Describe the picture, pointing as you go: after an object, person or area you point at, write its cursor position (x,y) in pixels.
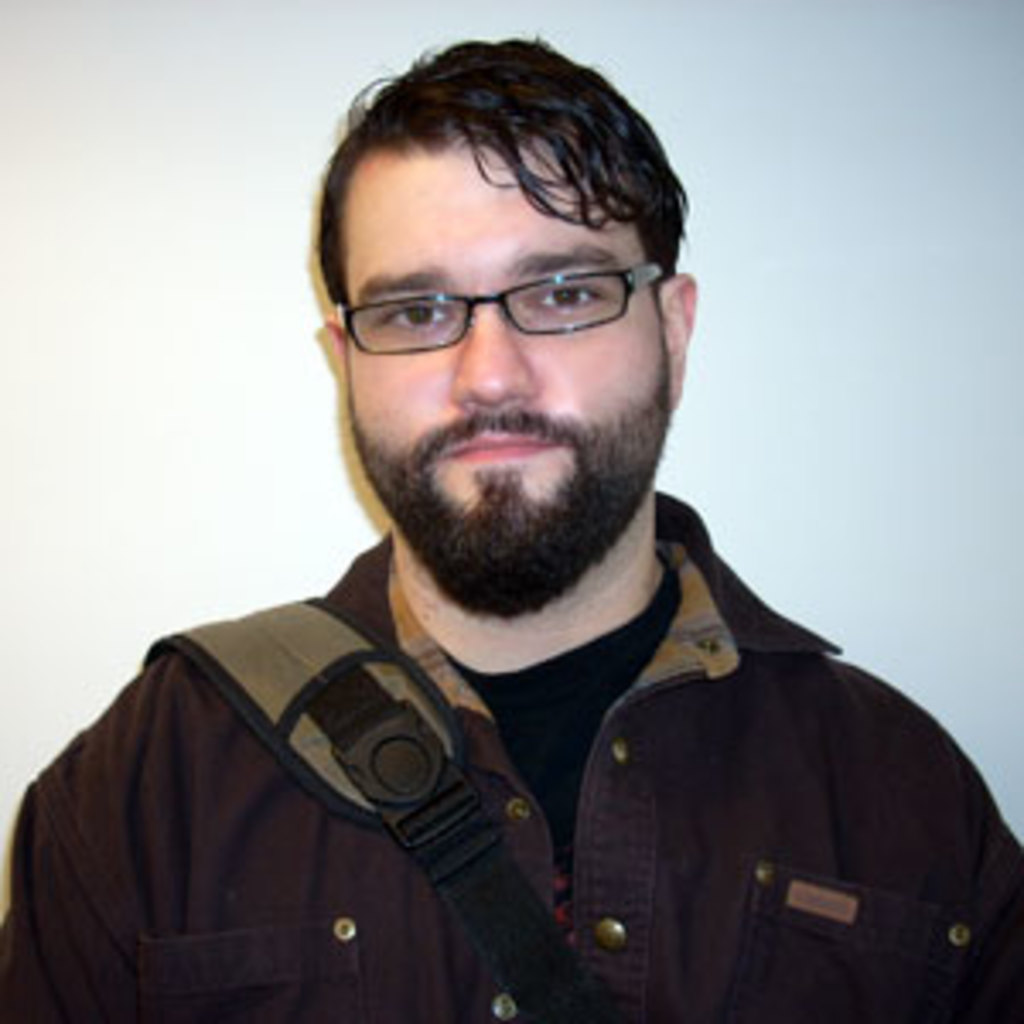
In this picture we can see a man (497,459) and he wore spectacles (525,305).
